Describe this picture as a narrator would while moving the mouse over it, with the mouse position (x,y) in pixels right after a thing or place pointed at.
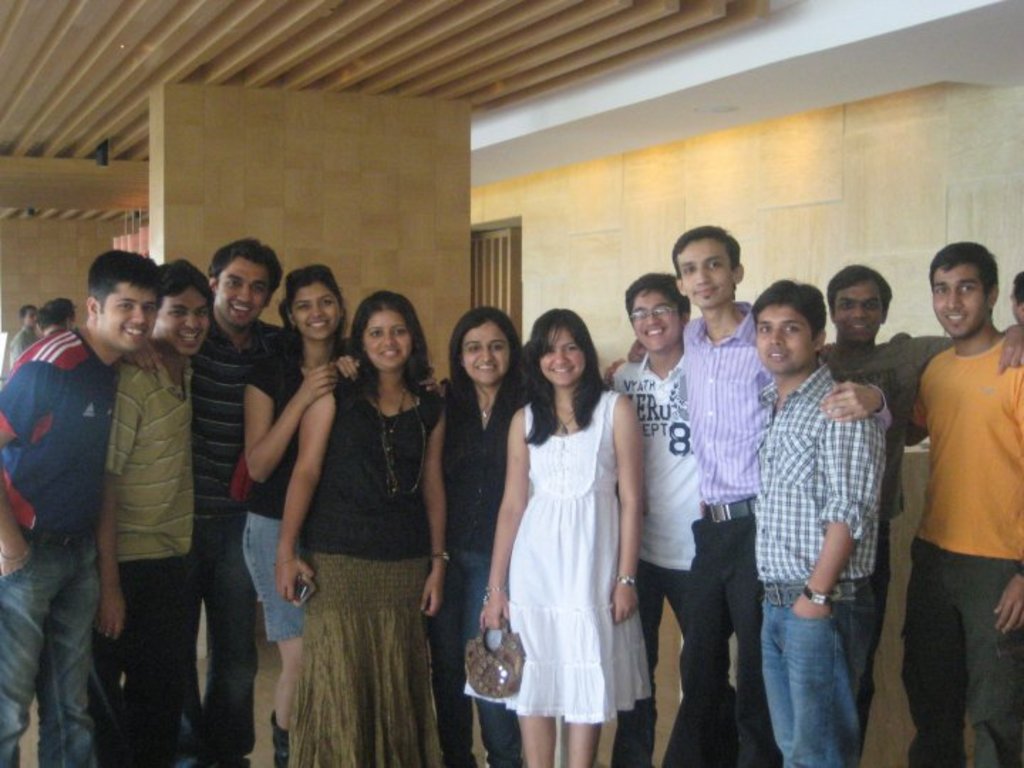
In this image I can see number of people (980,308) are standing and I can also see smile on their faces (942,285). In the centre of the image (508,487) I can see one woman (512,550) is holding a bag (509,658) and another woman (324,550) is holding a cell phone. I can also see few more people (21,336) in the background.
